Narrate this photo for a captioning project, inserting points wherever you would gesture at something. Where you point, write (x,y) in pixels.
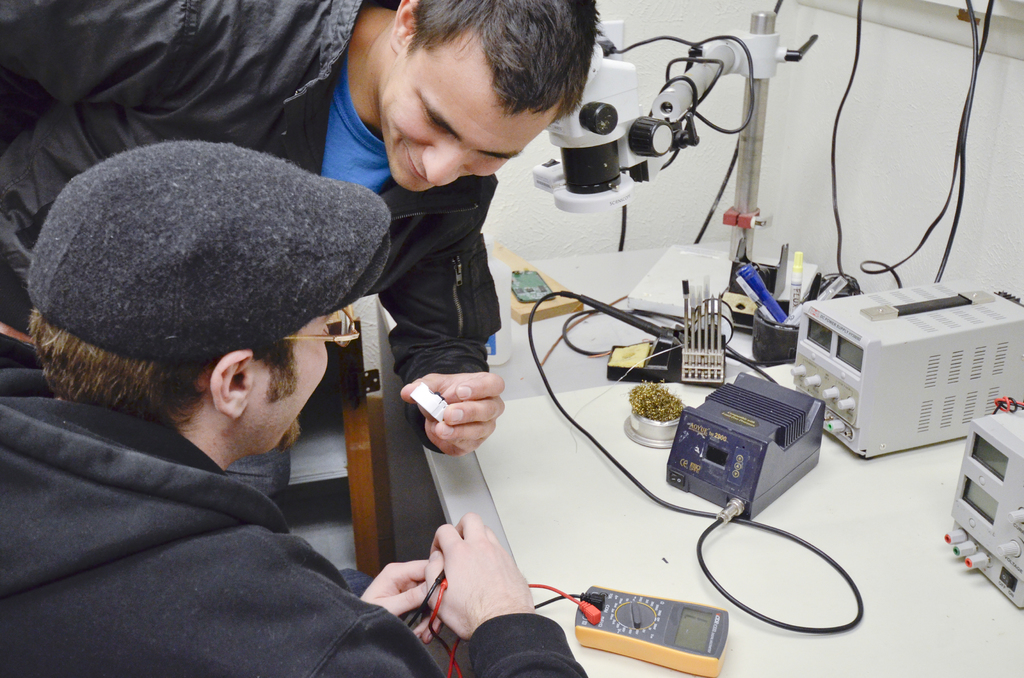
On the right side of this image (937,430) there is a table (780,594) on which few electronic devices (856,314), cables (567,412), pens (781,307) and some other objects (768,351) are placed. On the left side (252,389) there are two persons (105,305) smiling. One person (429,325) is holding a white color object (424,402) in the hand (451,418) and another person (292,590) is holding cables (439,606). At the back of these people (313,298) there is a small table (374,471). In the background (859,119) there is a wall (893,119).
